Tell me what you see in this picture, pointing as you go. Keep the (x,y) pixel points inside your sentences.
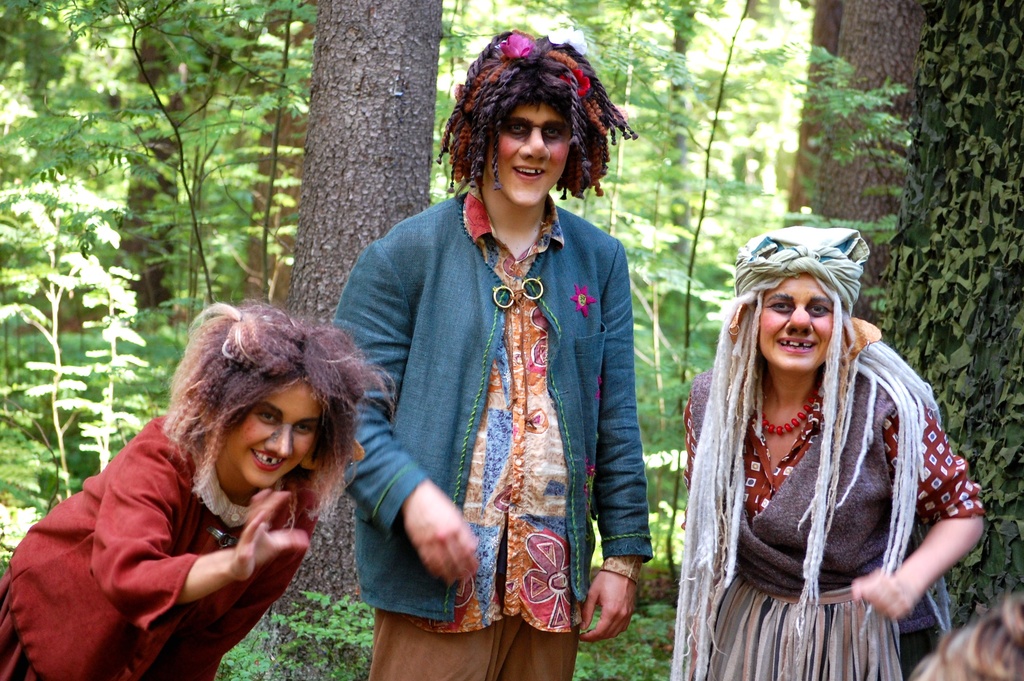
Here in this picture we can see a group of people (565,485) standing over a place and we can see they are wearing different kind of costumes (400,514) with makeup (524,185) on them and behind them we can see plants (659,334) and trees (657,350) present on the ground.
